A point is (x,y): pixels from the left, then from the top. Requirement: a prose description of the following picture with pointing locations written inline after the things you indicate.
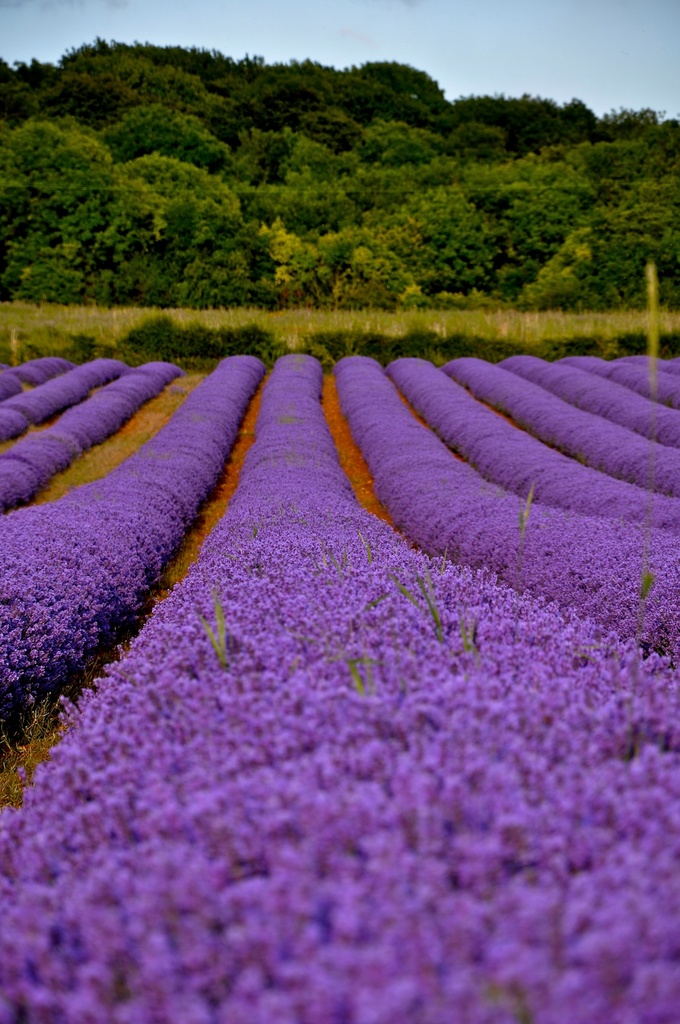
In this image, we can see so many plants (249,652) with flowers (285,638). Background (51,250) there are so many trees (431,278) we can see. Top of the image (485,38), there is a sky (365,34).
